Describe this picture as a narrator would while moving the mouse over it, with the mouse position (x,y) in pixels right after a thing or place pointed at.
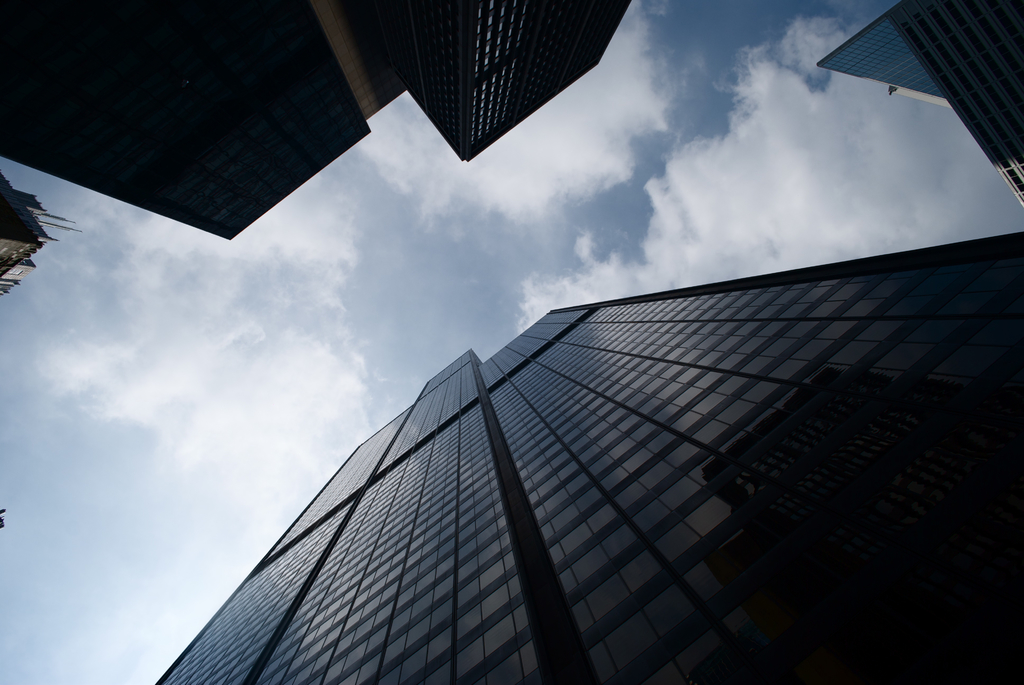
In this image we can see few buildings (958,57) and a sky (521,191) with clouds (676,220) in the background (648,213).
